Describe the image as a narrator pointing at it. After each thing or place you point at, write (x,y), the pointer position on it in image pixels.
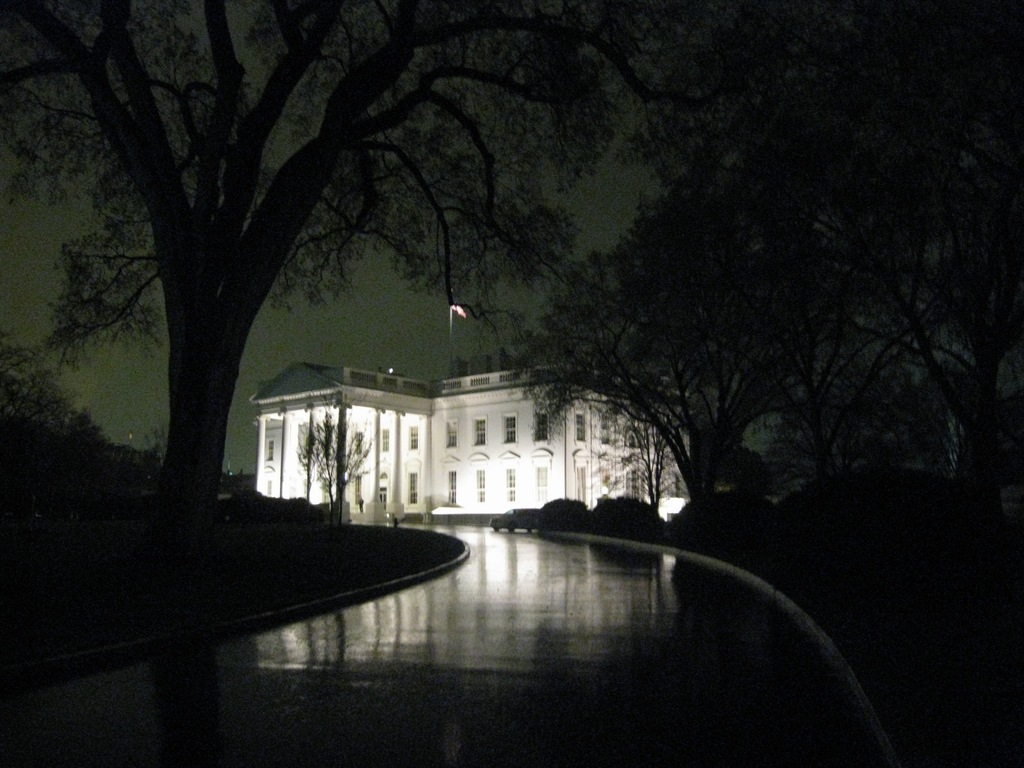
In this image I can see number of trees (655,410), a white colour building (521,436) and I can see this image is little bit in dark.
